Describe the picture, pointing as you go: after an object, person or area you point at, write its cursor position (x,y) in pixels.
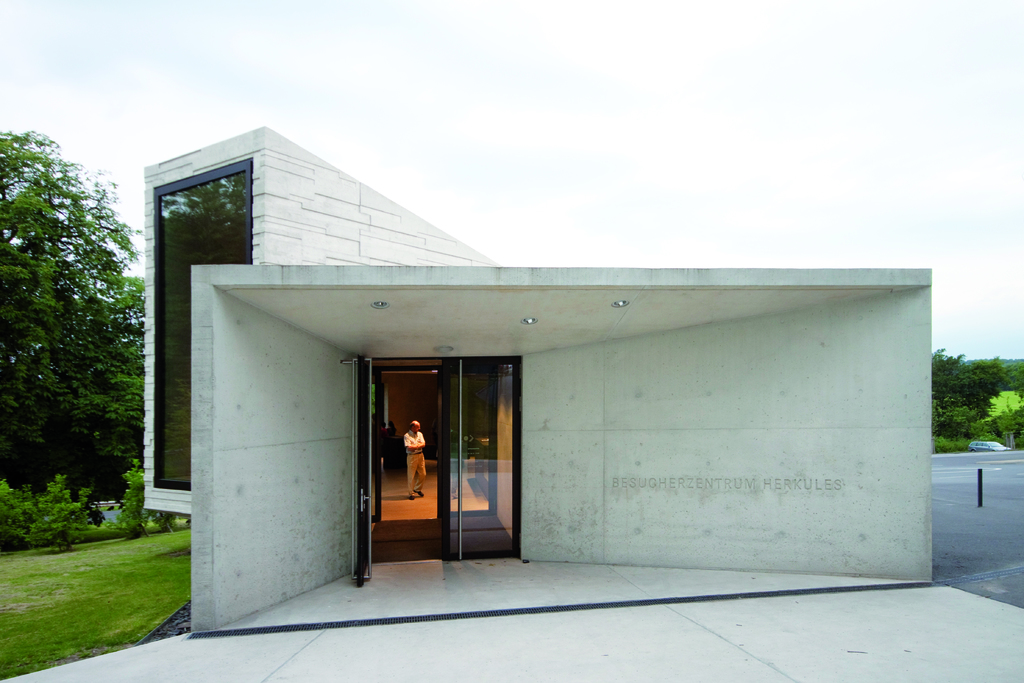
In the image we can see there is a person (423,459) standing in a building (393,410) and there are lot of trees (59,421). The ground (100,578) is covered with grass (96,584).
